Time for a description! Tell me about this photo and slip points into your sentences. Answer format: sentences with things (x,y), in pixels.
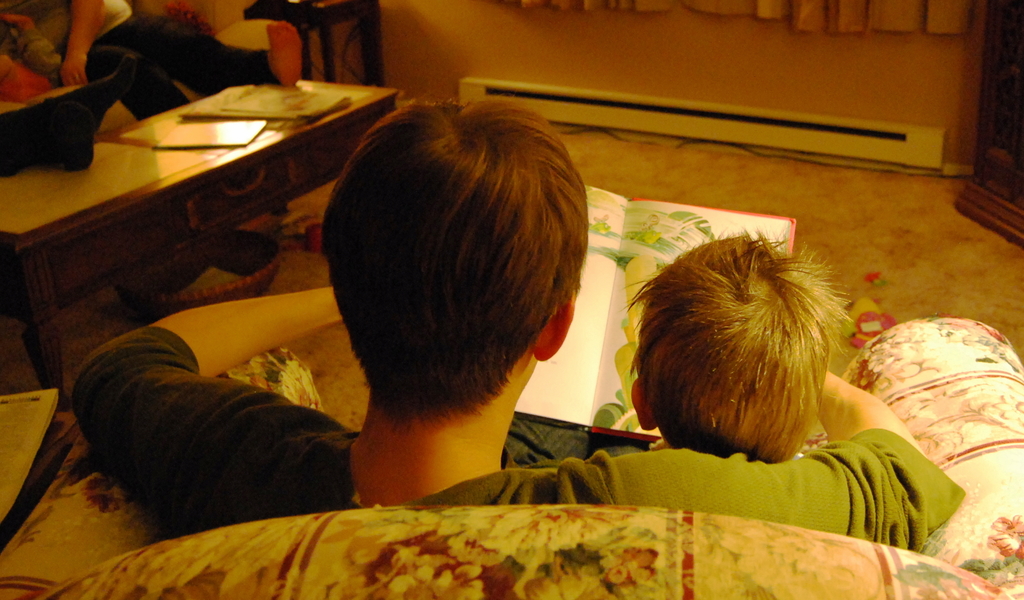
Here we can see a man (265,394) and a kid (808,404) sitting on a chair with a book (607,396) in his hand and at the left side (116,237) we can see a table (96,223) and books (168,134) present on it and there are some people (163,90) sitting.
